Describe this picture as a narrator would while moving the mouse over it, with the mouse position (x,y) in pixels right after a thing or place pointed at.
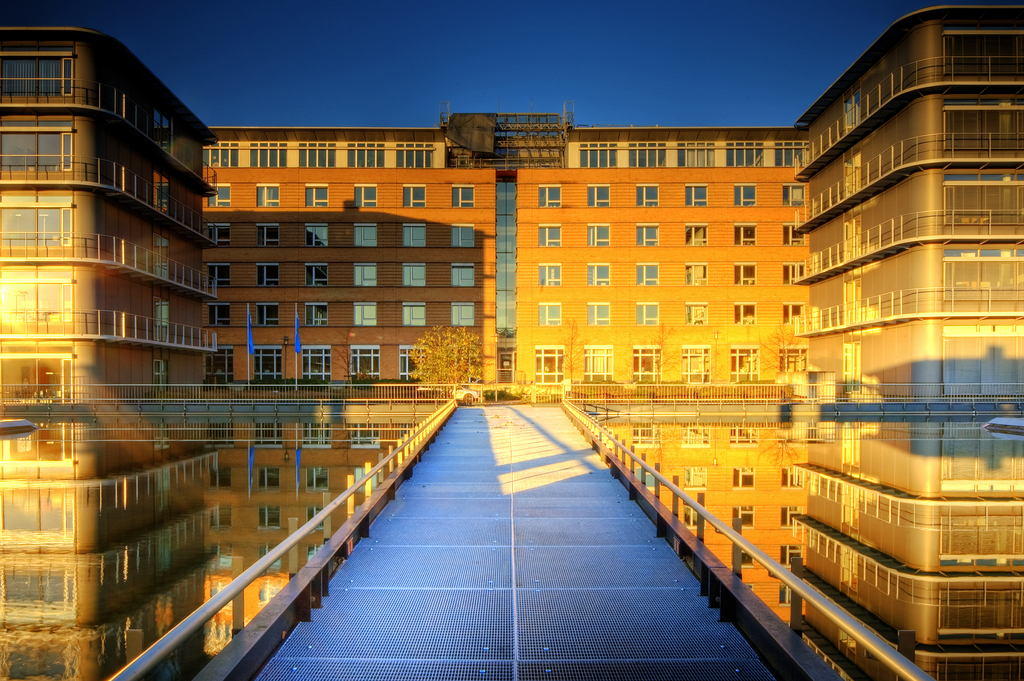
Here we can see a building (869,296), fence (401,396), car (435,397), windows (471,243), and trees (454,372). This is water (208,507) and there is a bridge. In the water (126,560) we can see the reflection (138,566) of a building (755,282). And there are flags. In the background (529,85) there is sky (689,95).
